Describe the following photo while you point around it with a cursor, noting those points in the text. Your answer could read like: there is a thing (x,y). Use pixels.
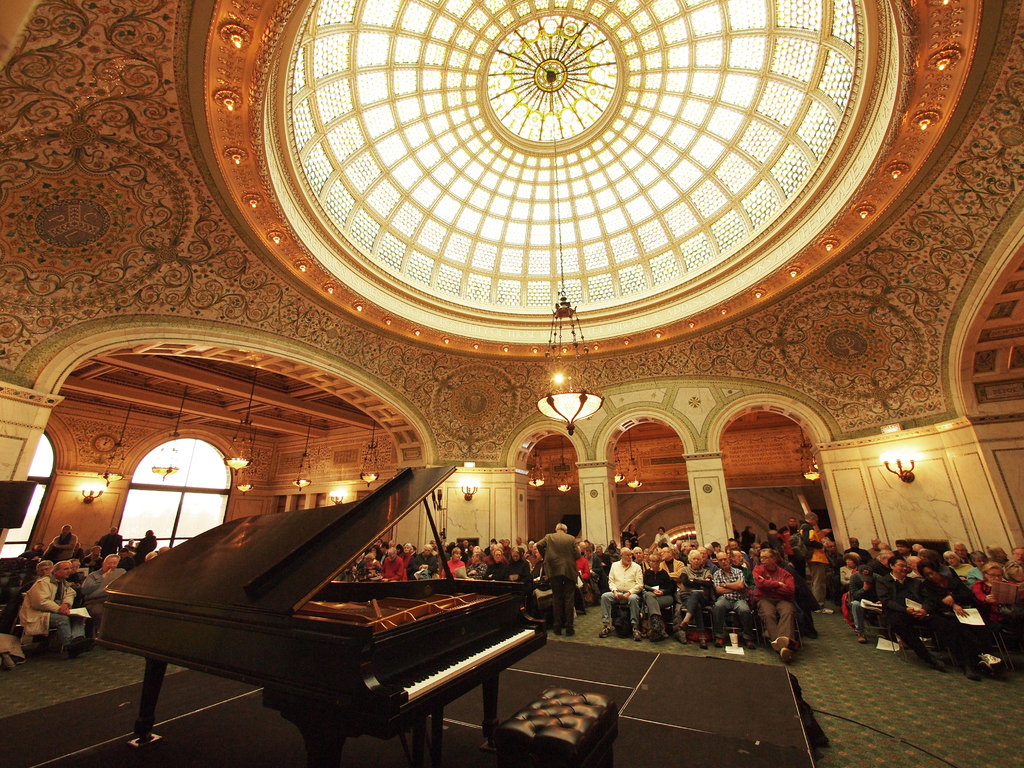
It's a very big hall (786,154) group of people (770,638) are sitting in the right (793,517) and left sides. It's a lamp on the wall (908,523).
